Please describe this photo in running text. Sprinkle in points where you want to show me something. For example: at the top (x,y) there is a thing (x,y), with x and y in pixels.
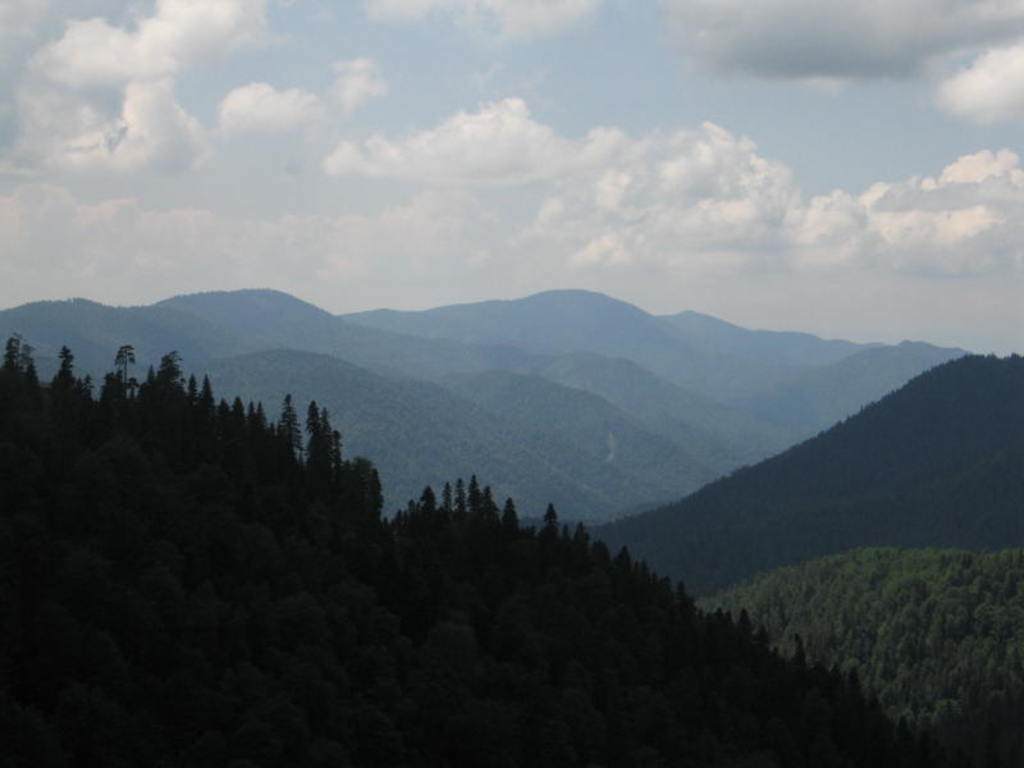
In this image we can see trees (421,643), hills (703,473), sky (609,264) and clouds (4,87).
